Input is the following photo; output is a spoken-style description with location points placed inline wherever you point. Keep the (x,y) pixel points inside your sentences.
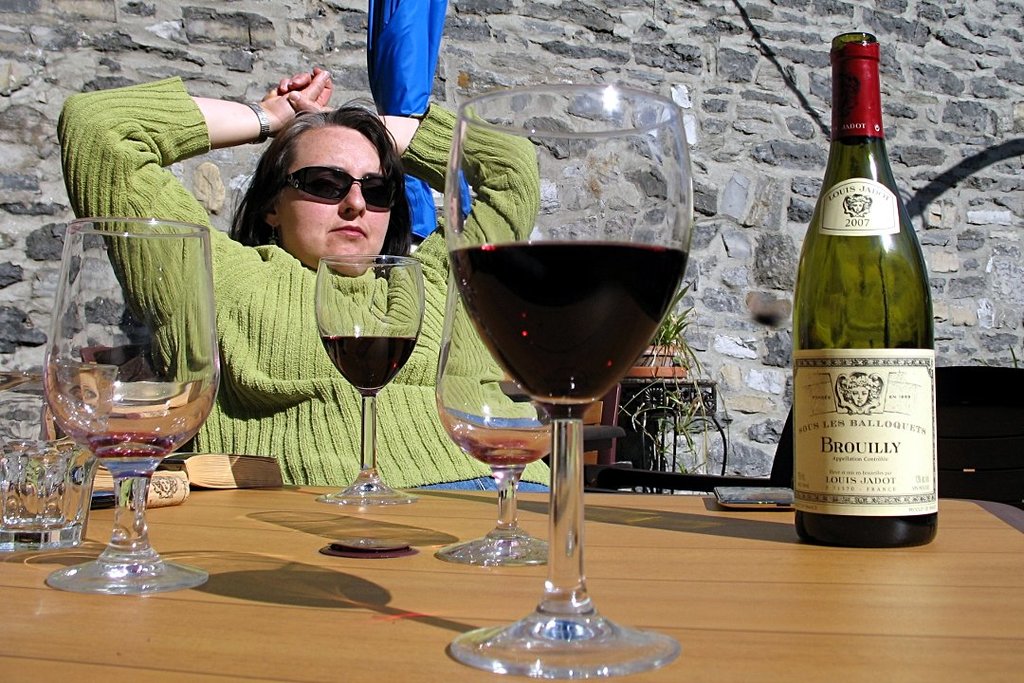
In this picture there is a woman (296,329) sitting in the chair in front of a table (736,608) wearing spectacles (320,183). on the table (276,630) there are some wine glasses (476,415) and a wine bottle (849,409) placed on it. In the background (580,77) there is a wall (270,62).
